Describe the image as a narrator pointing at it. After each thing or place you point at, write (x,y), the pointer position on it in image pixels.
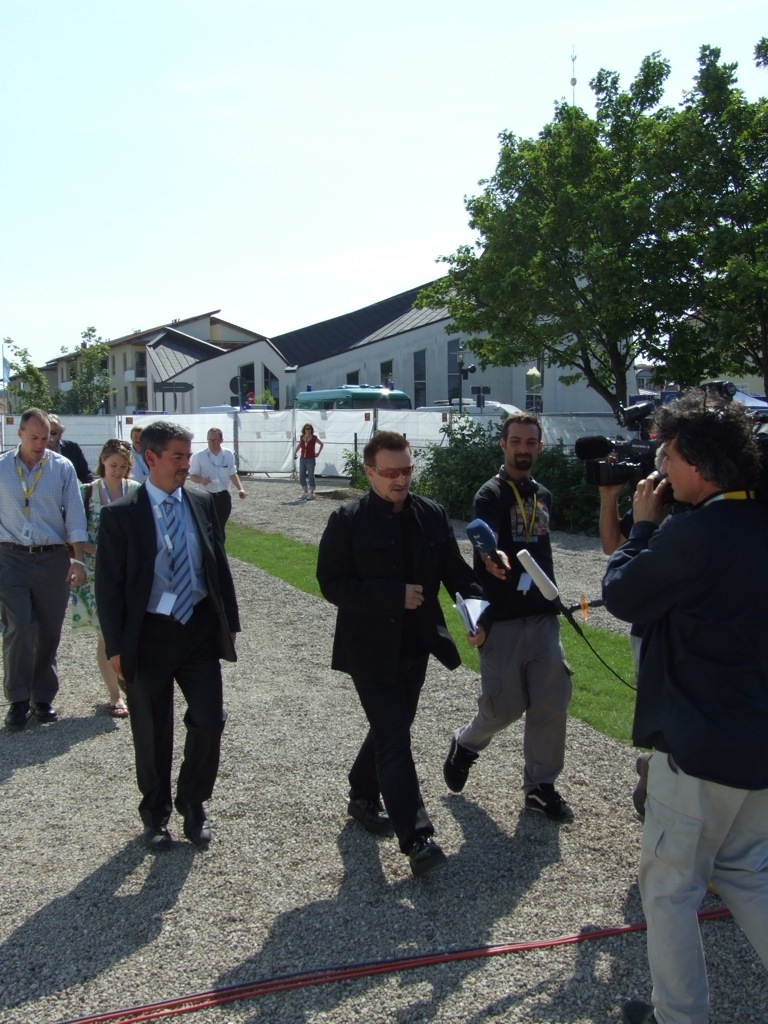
In the image there are few persons (386,589) standing and walking on the land (382,878), on the right side (648,682) there are few persons (648,512) holding cameras (636,459), in the back (474,362) there are buildings (429,380) with trees (531,242) in front of it and above its sky (285,147).
